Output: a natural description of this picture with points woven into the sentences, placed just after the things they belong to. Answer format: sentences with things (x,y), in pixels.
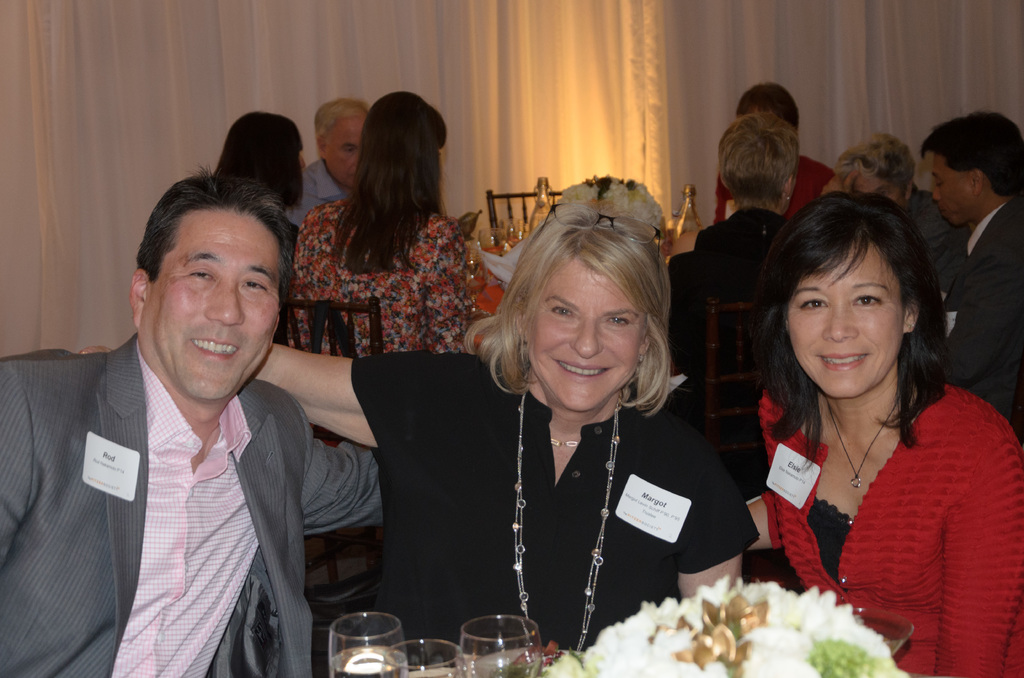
In this picture we can see three people (370,439) are smiling, name cards (796,474), glasses (518,641) and flowers (588,652). At the back of them we can see some people (730,251) are sitting on chairs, bottles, glasses (520,229) and curtains (550,50).
